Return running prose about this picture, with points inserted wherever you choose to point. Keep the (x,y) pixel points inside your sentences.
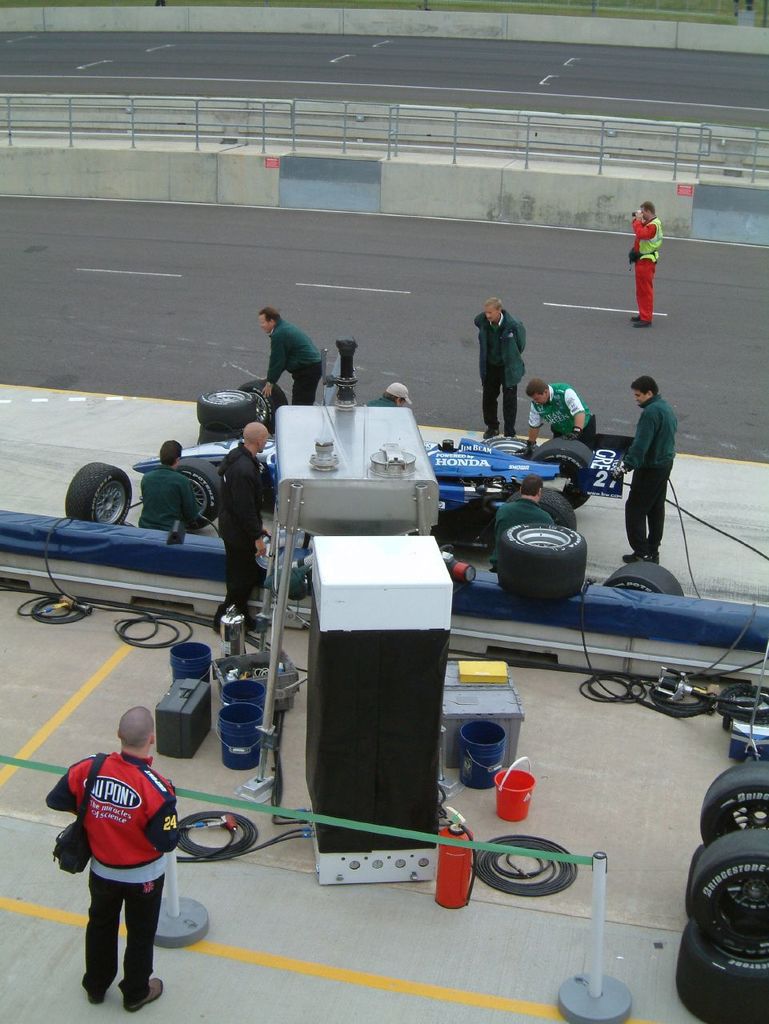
In the picture there is a road (461,400), we can see people (58,800) beside the road (7,347), there is a vehicle (443,492), there are tires (730,998), cables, buckets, there are small poles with the tapes (508,846), there are some objects (418,463) on the floor (82,628).
